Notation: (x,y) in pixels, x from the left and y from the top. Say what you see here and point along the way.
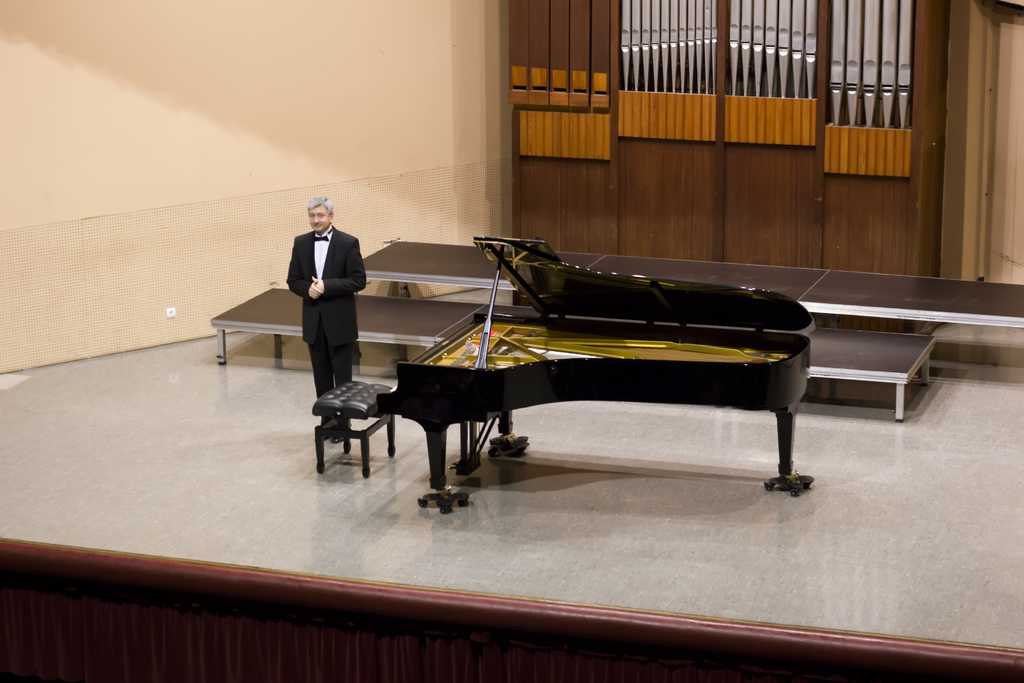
In this picture we can see a man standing on the floor (272,472). This is the chair (363,461). And there is a musical instrument (571,337) and on the background (419,101) there is a wall (416,120). And this is the pipe organ (807,133).
